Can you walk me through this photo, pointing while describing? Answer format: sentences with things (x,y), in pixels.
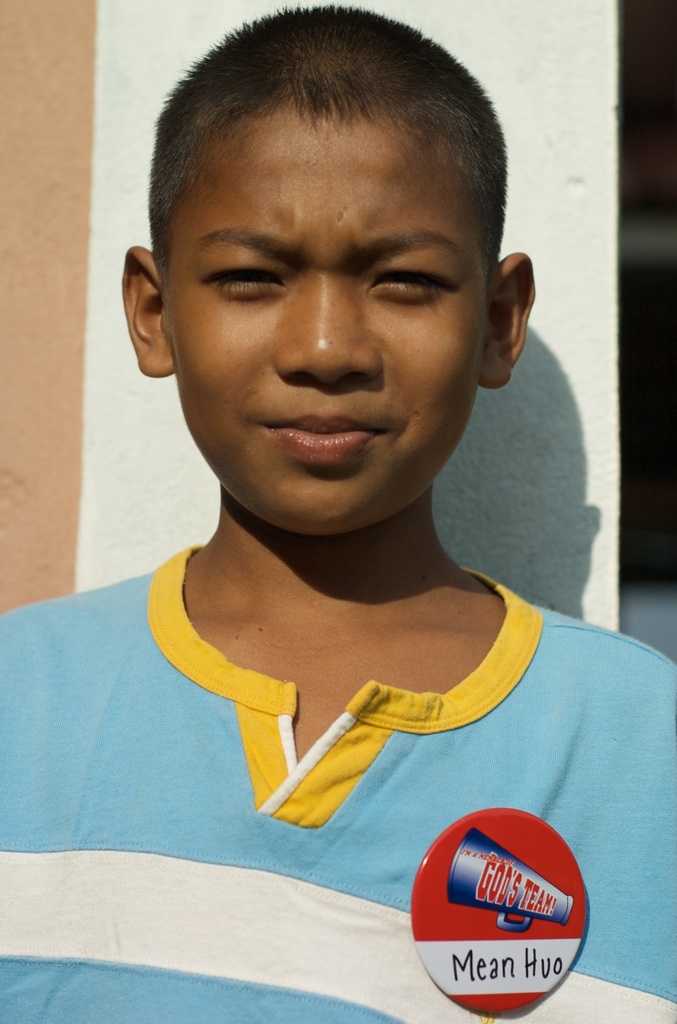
This picture describe about the small boy (338,761) wearing a blue color t-shirt (438,774) is smiling and giving a pose into the camera. Behind there is a white color wall (572,101).
